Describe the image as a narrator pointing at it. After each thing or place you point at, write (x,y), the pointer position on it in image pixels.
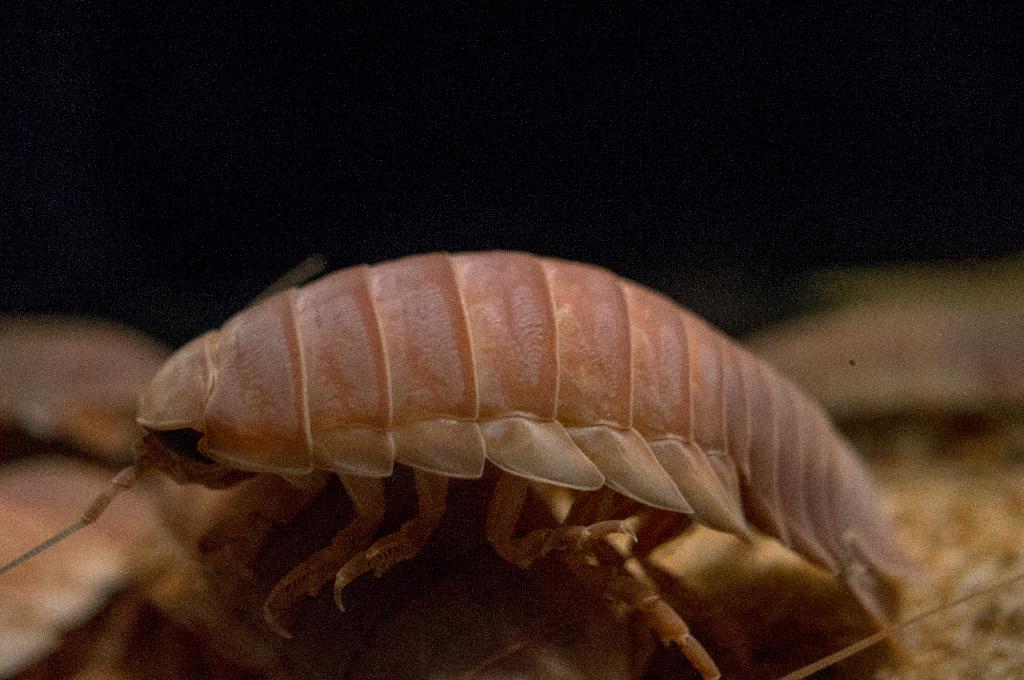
In the picture there is a crustacean (572,530) present.
